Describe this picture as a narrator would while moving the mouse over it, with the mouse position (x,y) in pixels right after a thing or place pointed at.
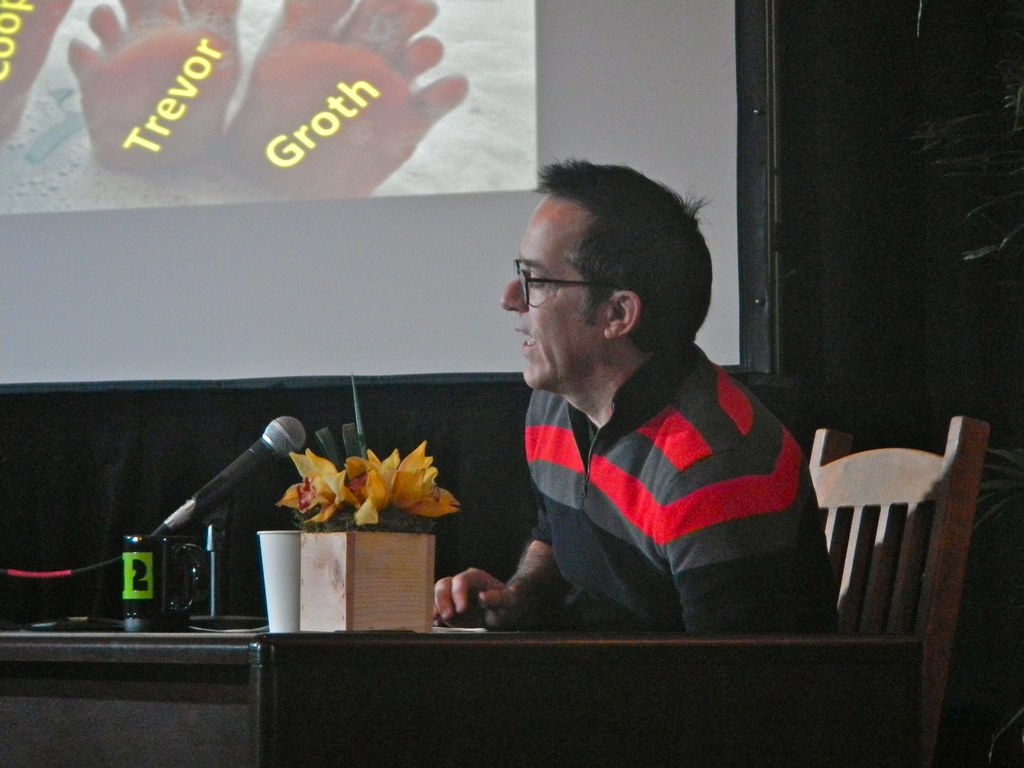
In this picture there is a man (660,235) who is sitting on the chair (927,730) in the center of the image (606,419) and there is a table (15,685) in front of him, on which there is a mic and flower vase (348,433), there is a projector screen (434,230) in the background area of the image (440,158).
